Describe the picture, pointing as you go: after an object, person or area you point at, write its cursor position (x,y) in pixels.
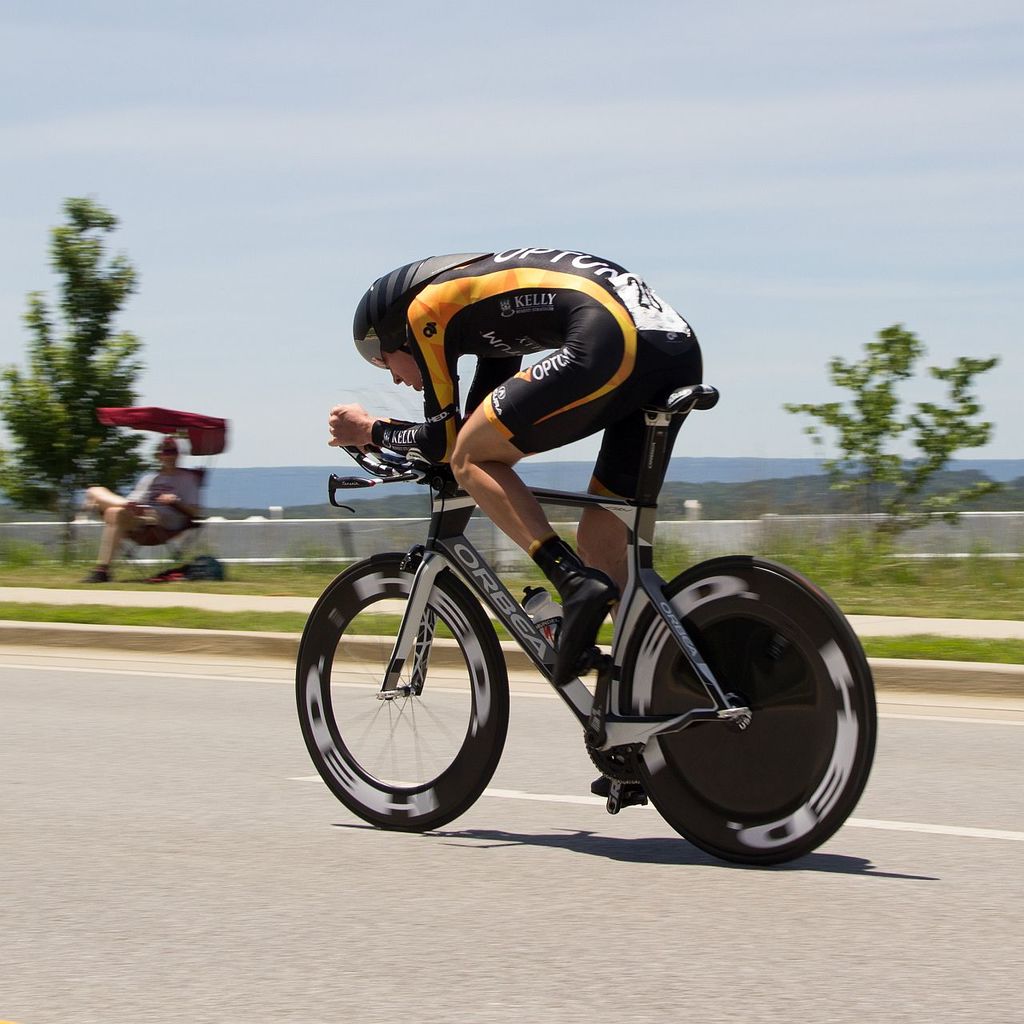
In this image I can see a person (548,365) is cycling a cycle (452,596). In the background (163,459) I can see one more person (145,493) is sitting on a chair (168,530) and here I can see few trees (920,352). I can also see he is wearing a helmet (429,277).
